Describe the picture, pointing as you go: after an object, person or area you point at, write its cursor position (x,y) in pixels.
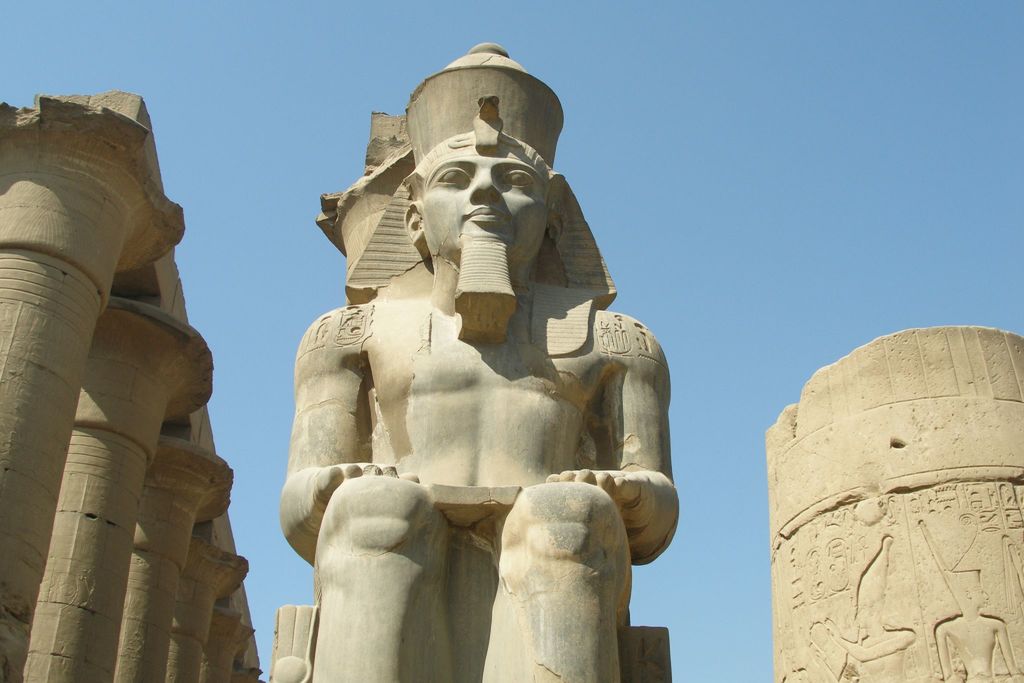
In this image, I can see an egyptian statue (432,458). These are the pillars (204,586). I can see a design (929,661), which is carved on the stone (822,506). It looks like the sky (673,140).
